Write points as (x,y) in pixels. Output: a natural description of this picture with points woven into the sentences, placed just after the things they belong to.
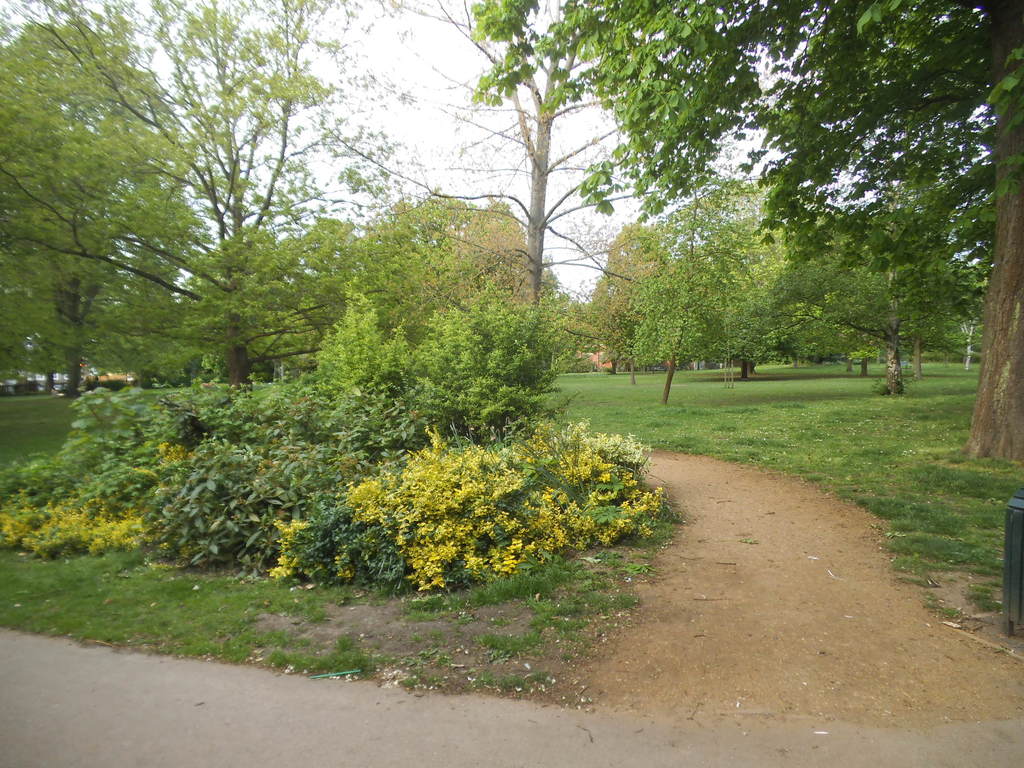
In this image I can see there is a road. And there are trees (468,296) and plants (466,507). And at the top (606,233) there is a sky (374,117). And at the side there is a box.
